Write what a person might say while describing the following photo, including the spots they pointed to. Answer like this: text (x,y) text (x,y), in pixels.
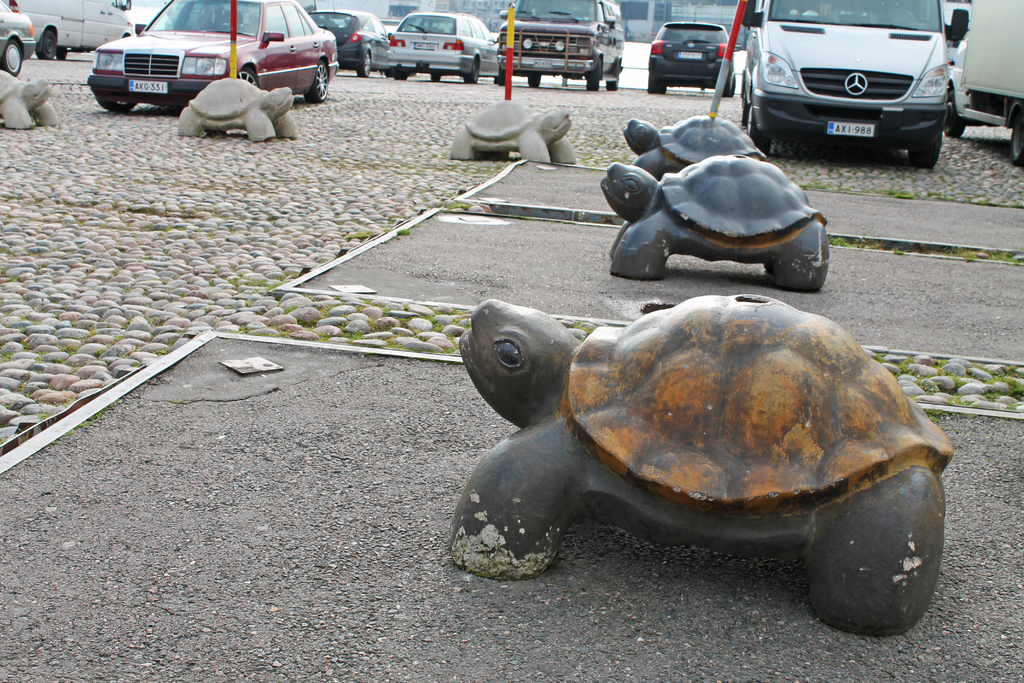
This image consists of artificial turtles (792,487) on the ground (322,390). In the background (447,25), there are many cars (951,71) parked. And we can see the stones (89,280) on the ground (39,248).
